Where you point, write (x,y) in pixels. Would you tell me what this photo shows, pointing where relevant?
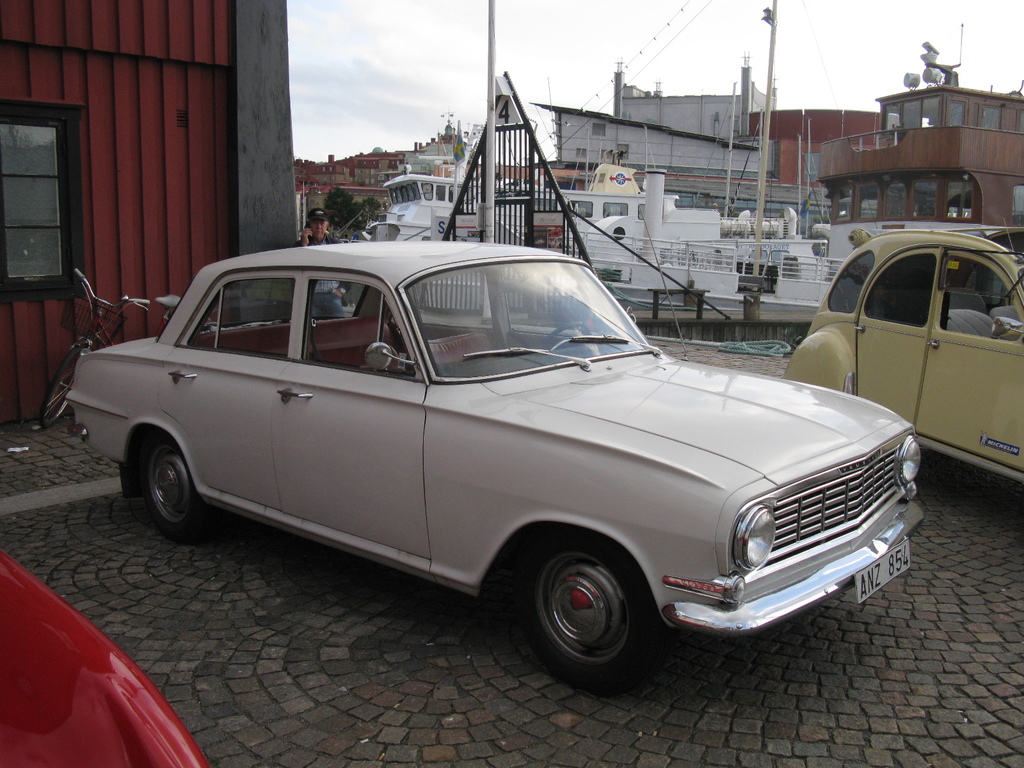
In the image there are two cars (526,496) on the land (450,693), behind it there is cycle (69,323) in front of building (104,216), in the back (841,186) it seems to be a ship (877,215) or a shipyard (785,149) and above its sky (584,41).
